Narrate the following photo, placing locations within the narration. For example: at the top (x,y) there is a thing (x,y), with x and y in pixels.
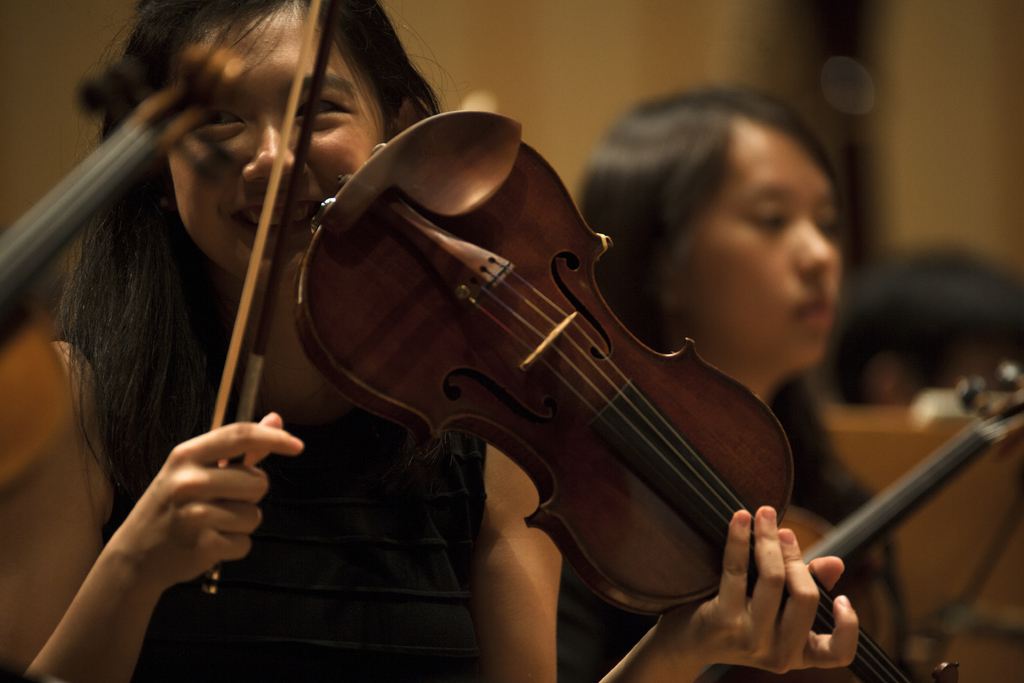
There are 2 women (411,444) holding violin (636,361) in their hands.
